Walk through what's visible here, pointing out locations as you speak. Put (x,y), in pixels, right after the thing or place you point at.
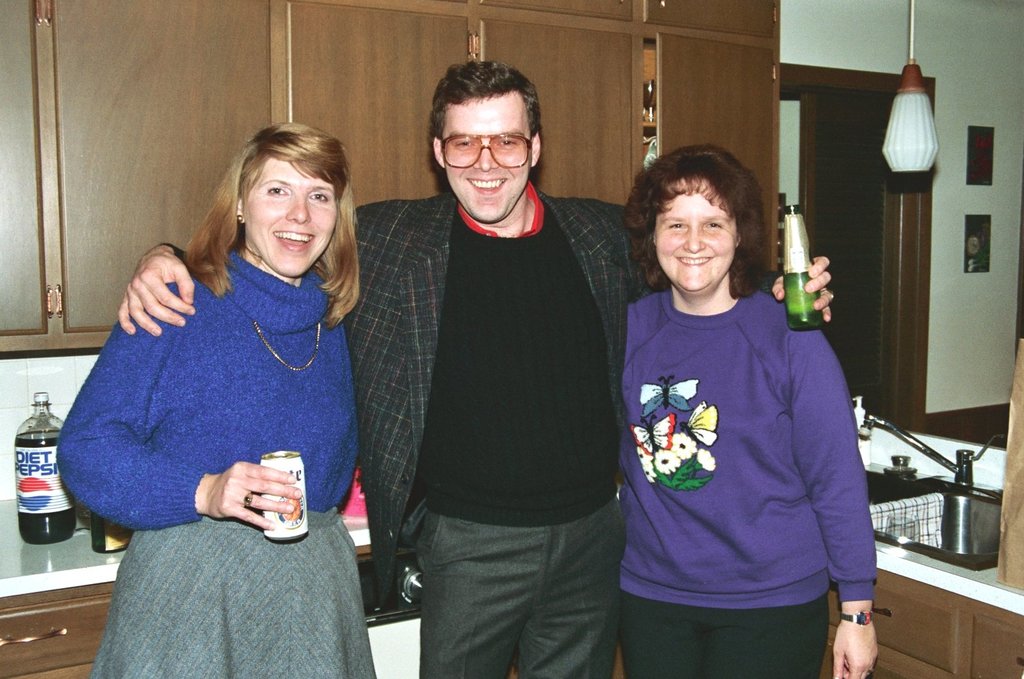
In this image we can see three persons (512,368) and few people (336,482) are holding objects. Behind the persons (450,243) we can see cupboards (422,62) and few objects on a table (93,581). On the right side (959,564), we can see a tap (976,460) with a sink (943,483). On the top right (852,93), we can see a wall (886,60), door (886,126) and two frames (966,168) attached to the wall (984,298).
